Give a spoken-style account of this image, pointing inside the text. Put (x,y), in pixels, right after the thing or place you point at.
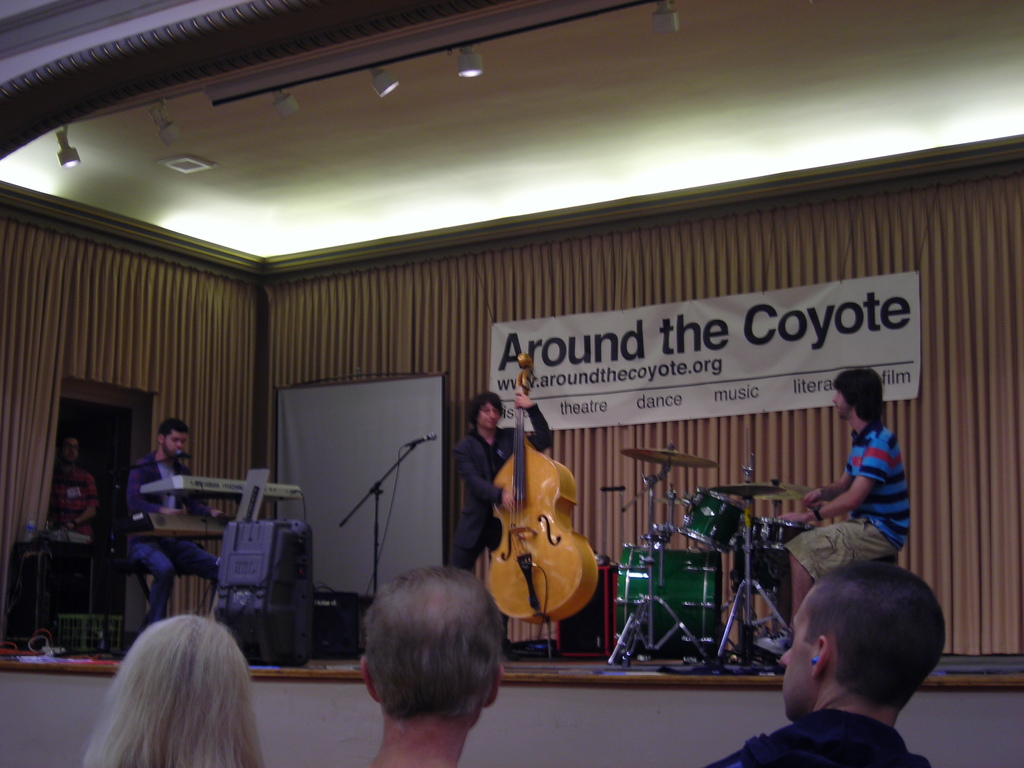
This looks like a stage performance. There are two persons (860,513) sitting, playing musical instruments (719,528). And one person (506,457) standing and playing cello instrument (534,557). This is the mic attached to the mike stand (378,489). These are the audience (458,683) watching the performance. This is a banner (660,381) attached to the wall (948,317). Here I can find another person (78,521) standing.
